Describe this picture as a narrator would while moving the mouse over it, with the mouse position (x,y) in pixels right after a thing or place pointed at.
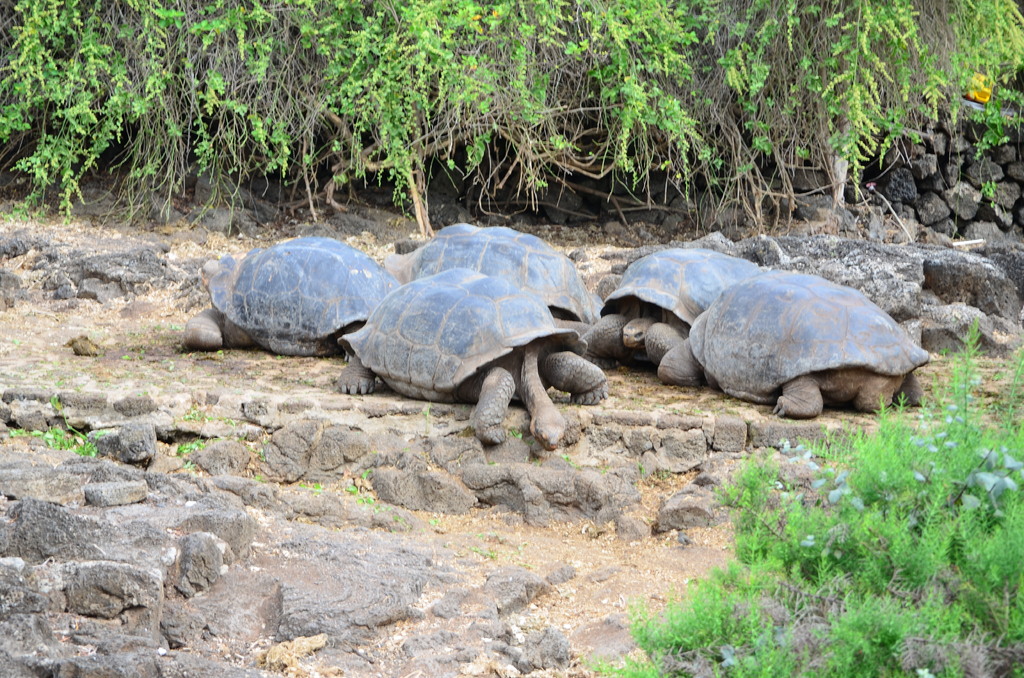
In this image we can see some tortoises (511,295) on the ground (615,544). We can also see some stones (539,510) and a group of plants (724,208).
